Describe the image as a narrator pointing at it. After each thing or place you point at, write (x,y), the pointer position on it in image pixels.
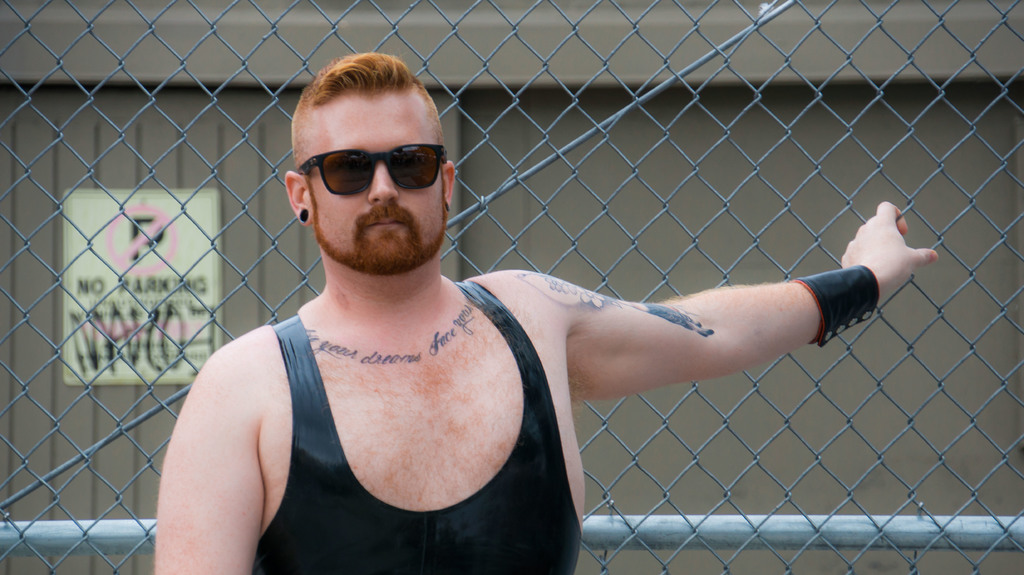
A man (522,274) is standing wearing goggles (333,169), black vest (492,316), black earring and a black band (846,282). There are tattoos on his body (793,293). There is a fence (965,138) behind him and a sign board (186,304) at the left (163,332) back.
